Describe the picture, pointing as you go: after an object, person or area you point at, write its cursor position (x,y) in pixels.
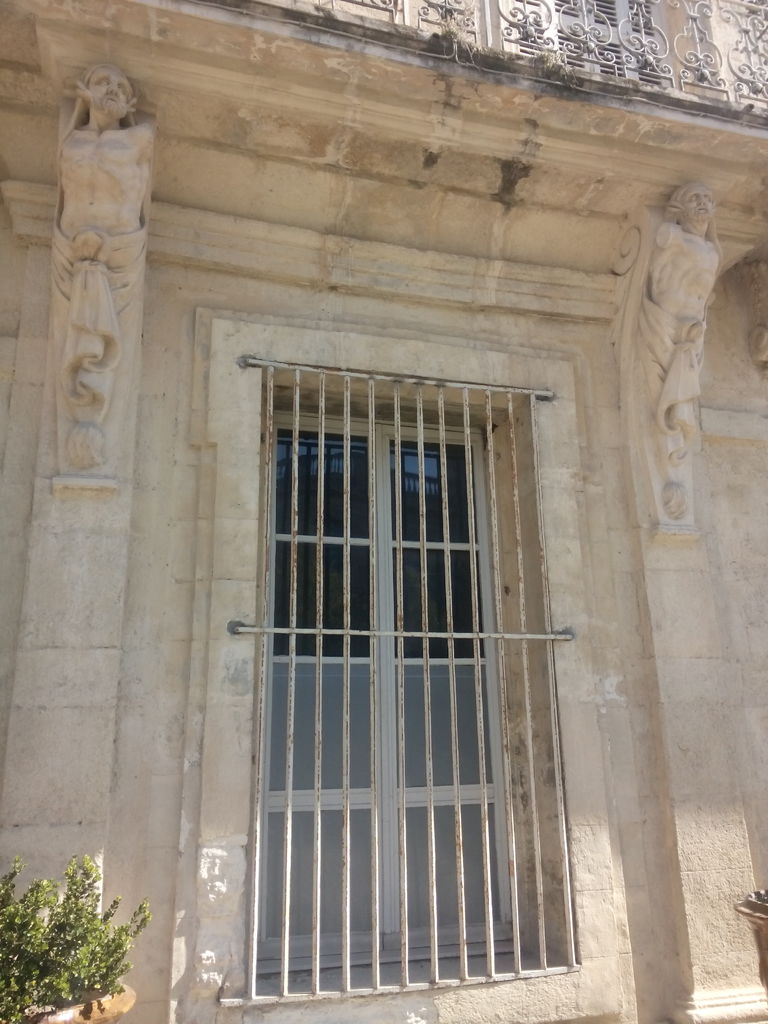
In the image there is a window (325,501) and on the either side of the window (418,681) there are two sculptures (672,214) made to the wall (297,260) and on the left side (47,938) there is a plant (47,968).
